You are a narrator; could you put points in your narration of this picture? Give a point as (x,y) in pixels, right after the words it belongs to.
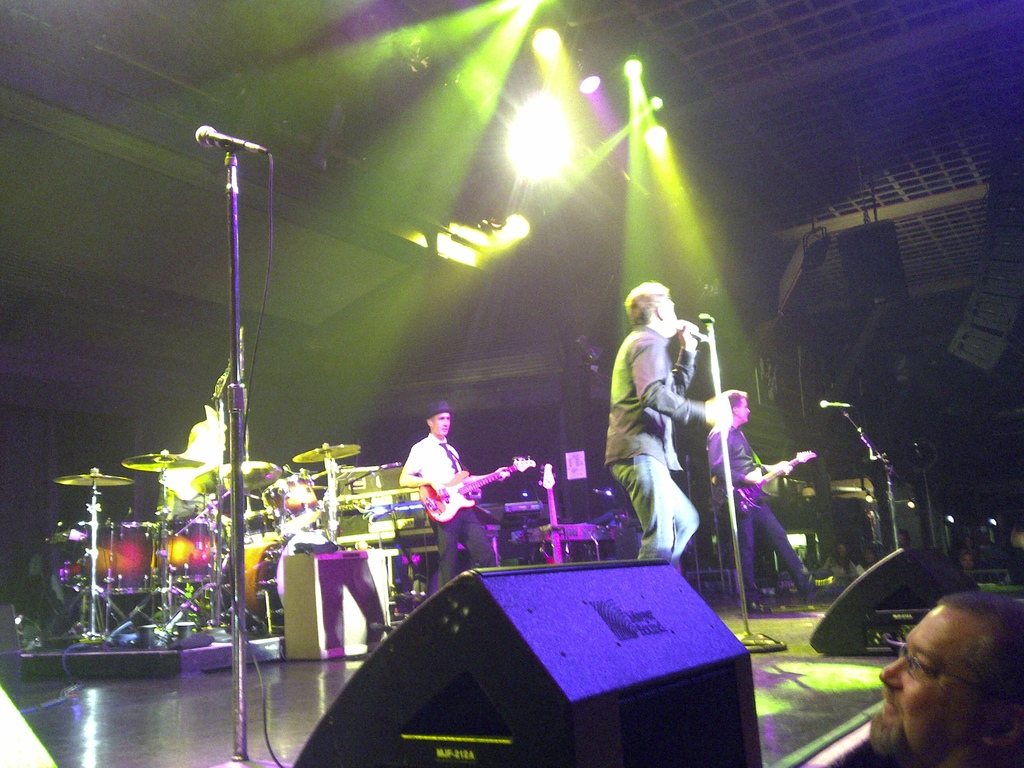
This picture is clicked at a stage (786,611). In the middle (644,400) there is a man (674,446) he wear shirt (627,453) and trouser (645,523) he is singing. On the left (275,522) there is a man (445,471) he is playing guitar (441,513) and there are drums (296,509) and mic (203,132). On the right (753,479) there is a man (776,524) he is playing guitar (767,479). At the top (594,156) there are many lights (540,125).
